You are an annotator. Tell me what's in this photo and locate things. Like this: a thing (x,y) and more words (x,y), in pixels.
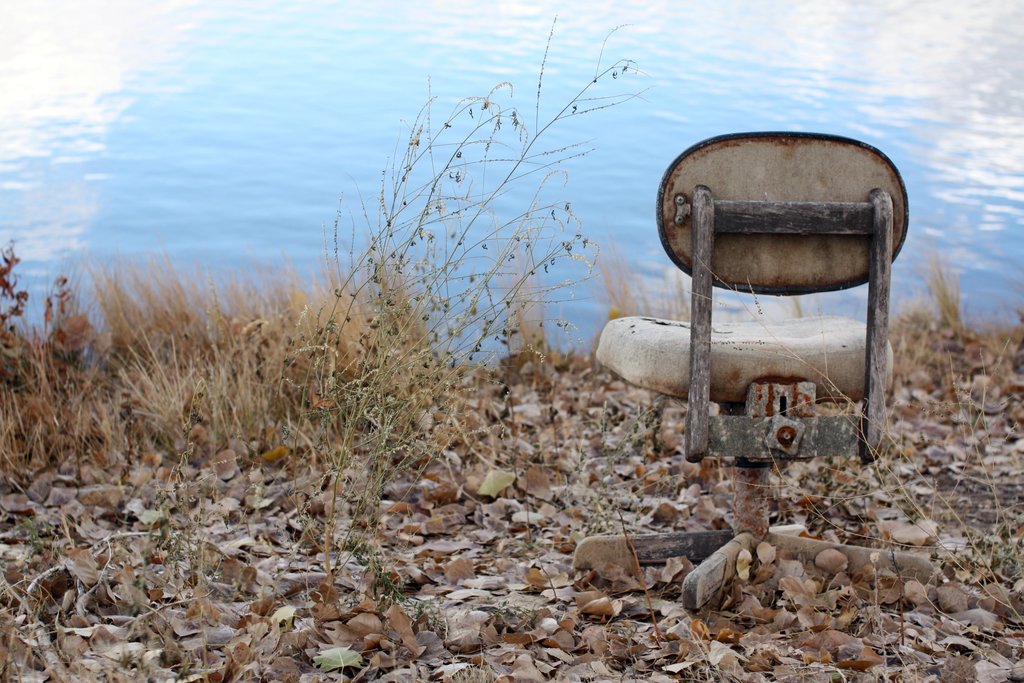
In this image, we can see a chair (697,447) and some plants (391,406). At the bottom (317,549), there are leaves (442,528), grass (167,390) and there is water (207,175).
